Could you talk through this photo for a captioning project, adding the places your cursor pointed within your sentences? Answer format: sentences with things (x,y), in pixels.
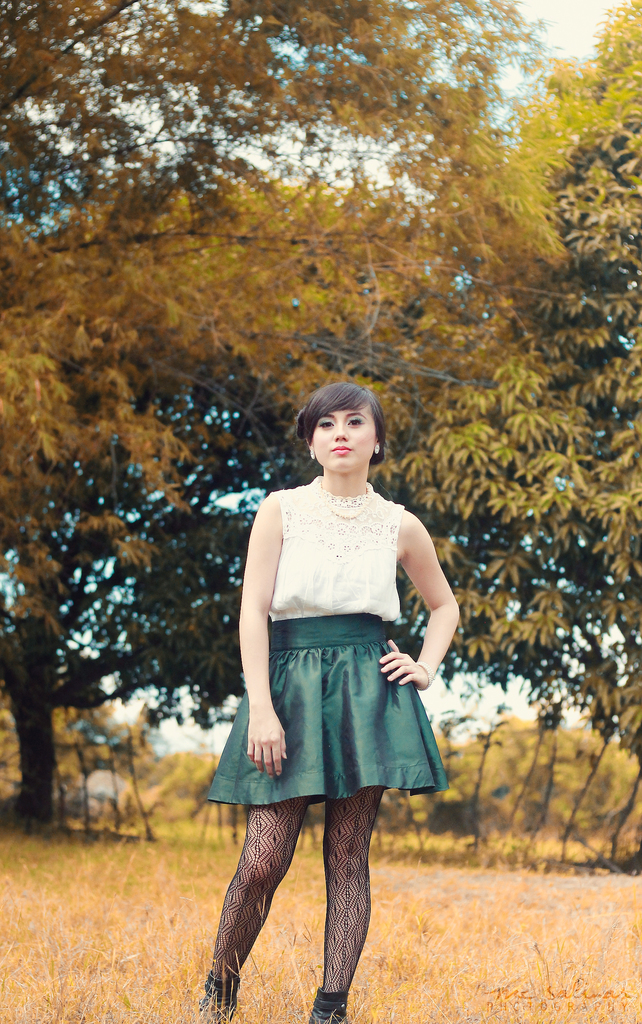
In this image we can see one woman (345,799) with green and white dress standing on the ground (58,846). There are some trees (78,725), bushes (185,806), plants (393,823) and grass (155,854) on the ground (158,857). At the top (567,8) there is the sky (329,164).
